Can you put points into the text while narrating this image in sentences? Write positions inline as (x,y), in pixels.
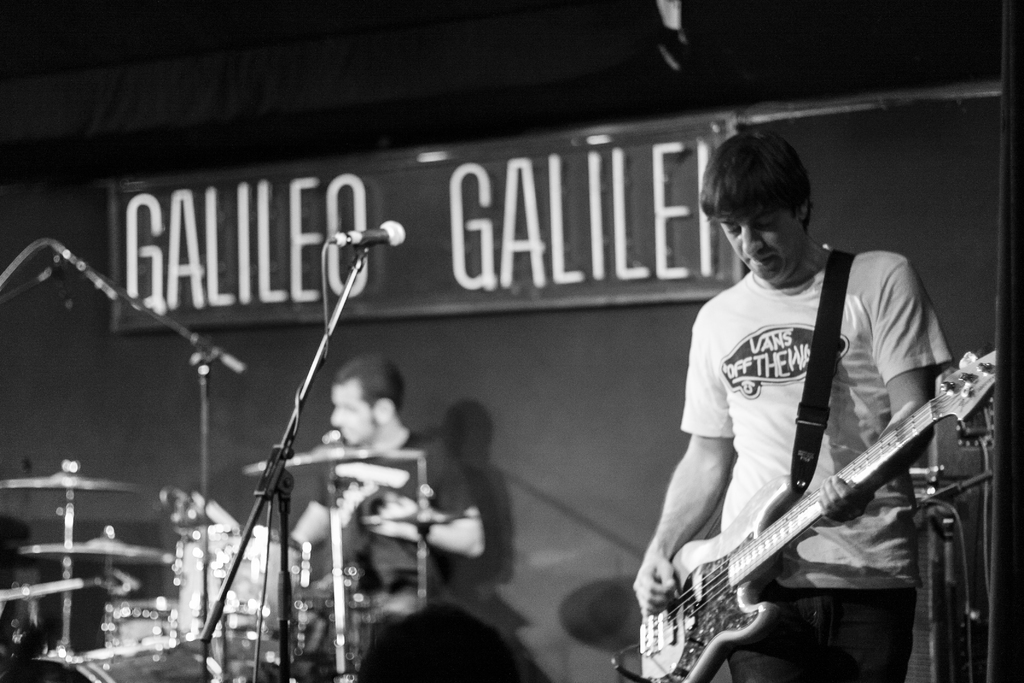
On the right (936,318) we can see one man (842,367) standing and holding guitar (763,550). In front there is a microphone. In the background (370,298) there is a wall (611,399), one person (448,502) sitting and few musical instruments (182,516).
